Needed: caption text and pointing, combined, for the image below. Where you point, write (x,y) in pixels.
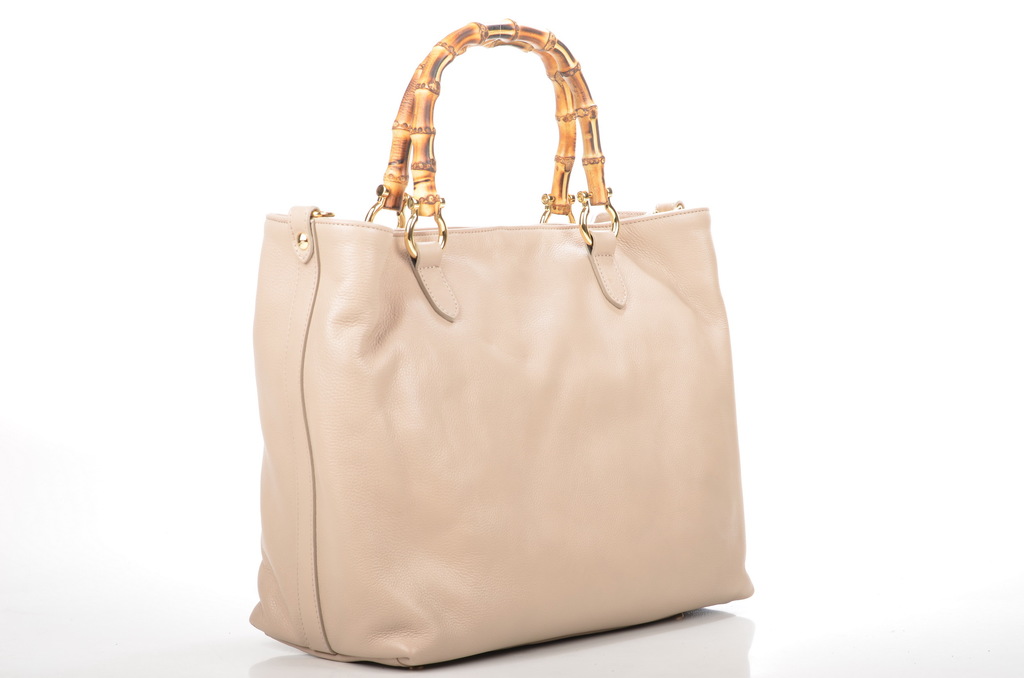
In this image I can see a ladies handbag (534,361).
